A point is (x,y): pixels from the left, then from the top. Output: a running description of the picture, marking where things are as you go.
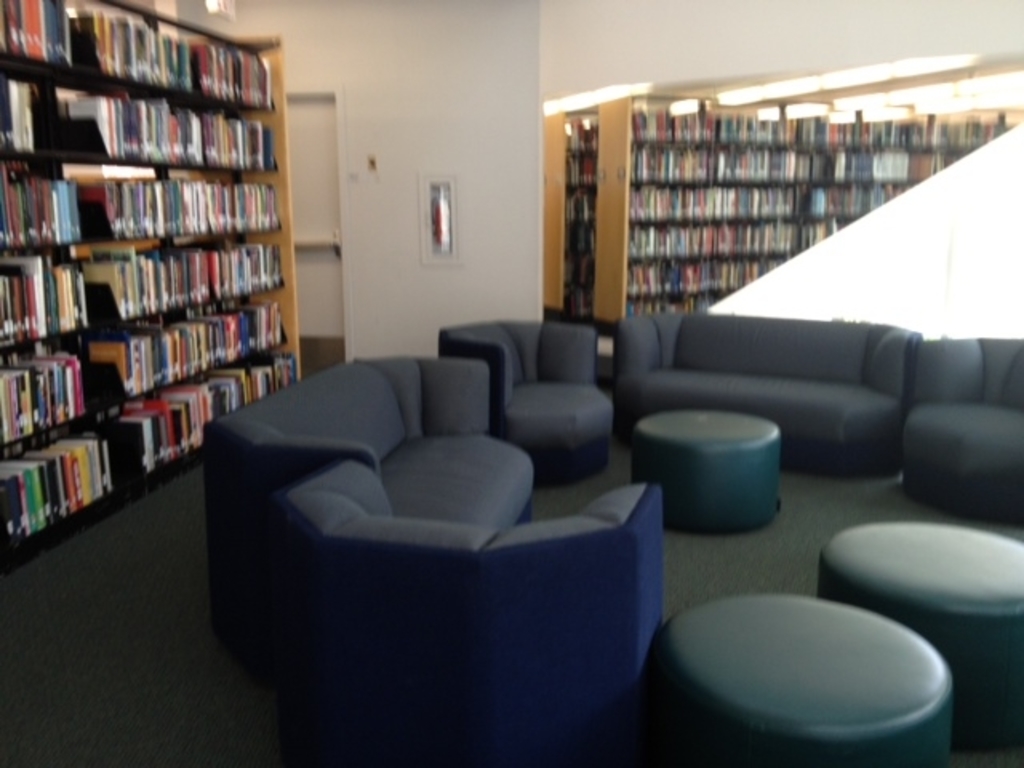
In this here we have big shelf (288,327), in the shelf (52,121) we have books (202,87) which are kept in same order or line and here we have 2 more shelves (556,223) one behind the other and in front (404,461) we have sofa (468,477) and stools (729,496). This seems like a library.
